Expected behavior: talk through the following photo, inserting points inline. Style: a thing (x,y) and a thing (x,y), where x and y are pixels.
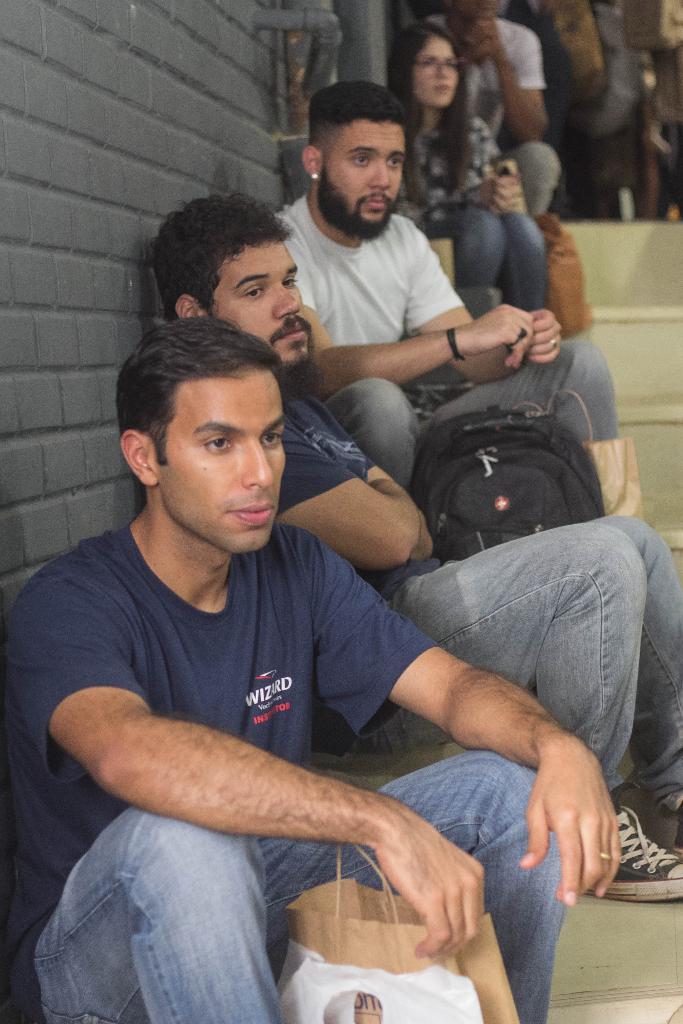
In this image there are people (310,667) sitting on the stairs (629,296) having bags (622,504). Left side (155,714) there is a person (158,700) sitting on the stairs (586,977). Before him there are bags (298,974). Left side (25,546) there is a wall (207,104). Right top there are people (624,156) on the floor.
